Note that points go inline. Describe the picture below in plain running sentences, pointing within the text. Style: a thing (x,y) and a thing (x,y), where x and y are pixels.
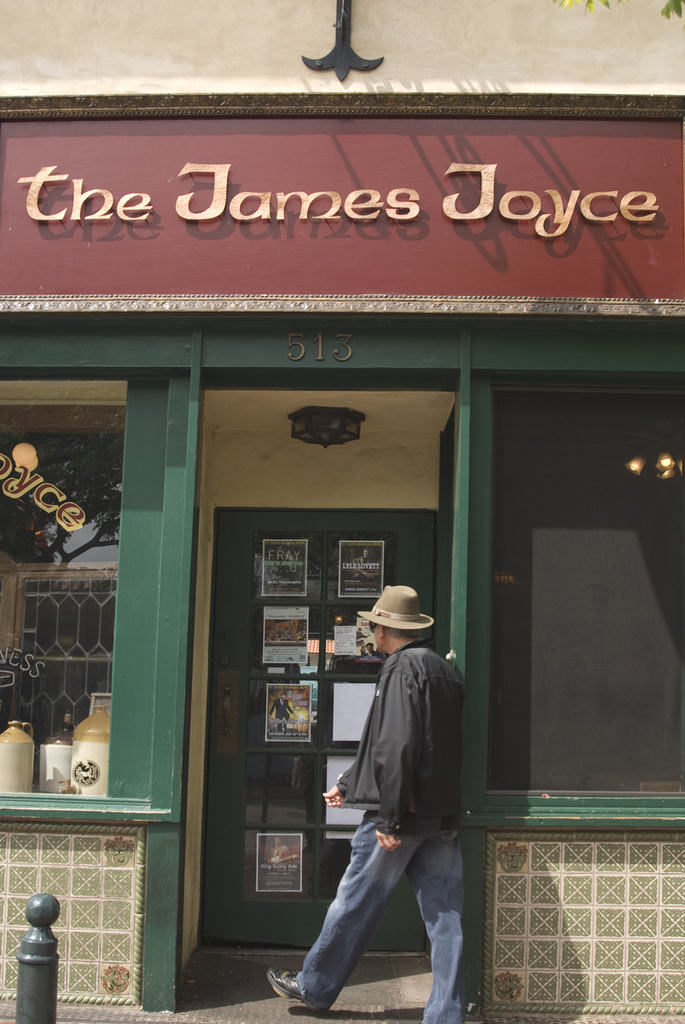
In this picture there is a man (403,813) walking and wore hat (401,590). We can see pole (55,965), wall (93,896), glass (45,524), board (336,216), posters (272,735), lights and objects (79,750).
